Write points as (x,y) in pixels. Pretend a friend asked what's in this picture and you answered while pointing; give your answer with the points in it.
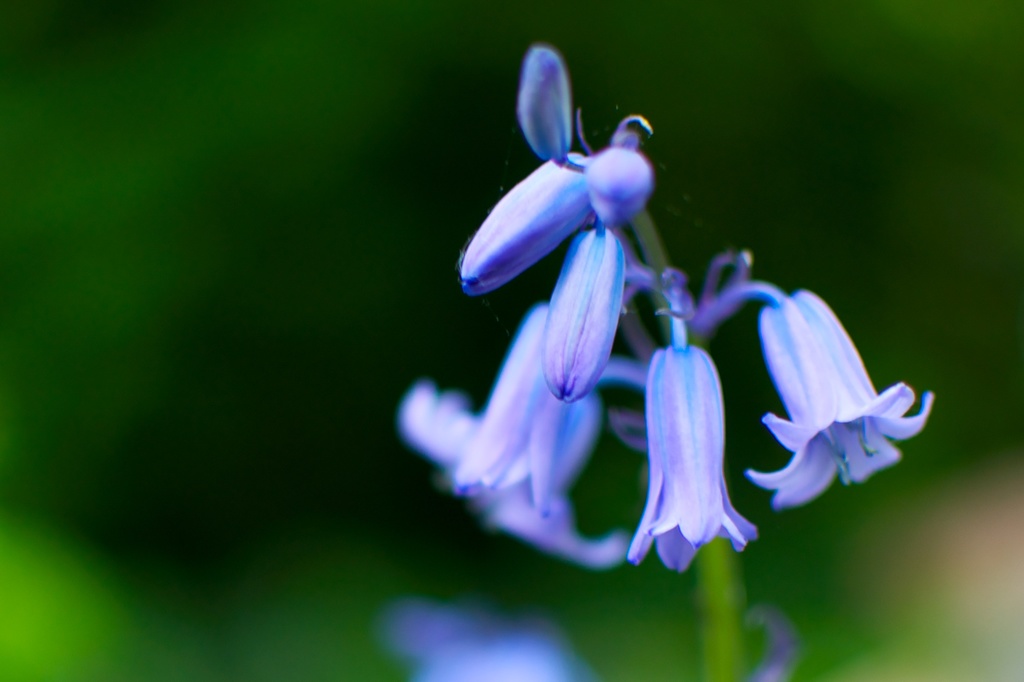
In this image we can see flowers (673,410) and buds (565,278) to a plant (690,454).
